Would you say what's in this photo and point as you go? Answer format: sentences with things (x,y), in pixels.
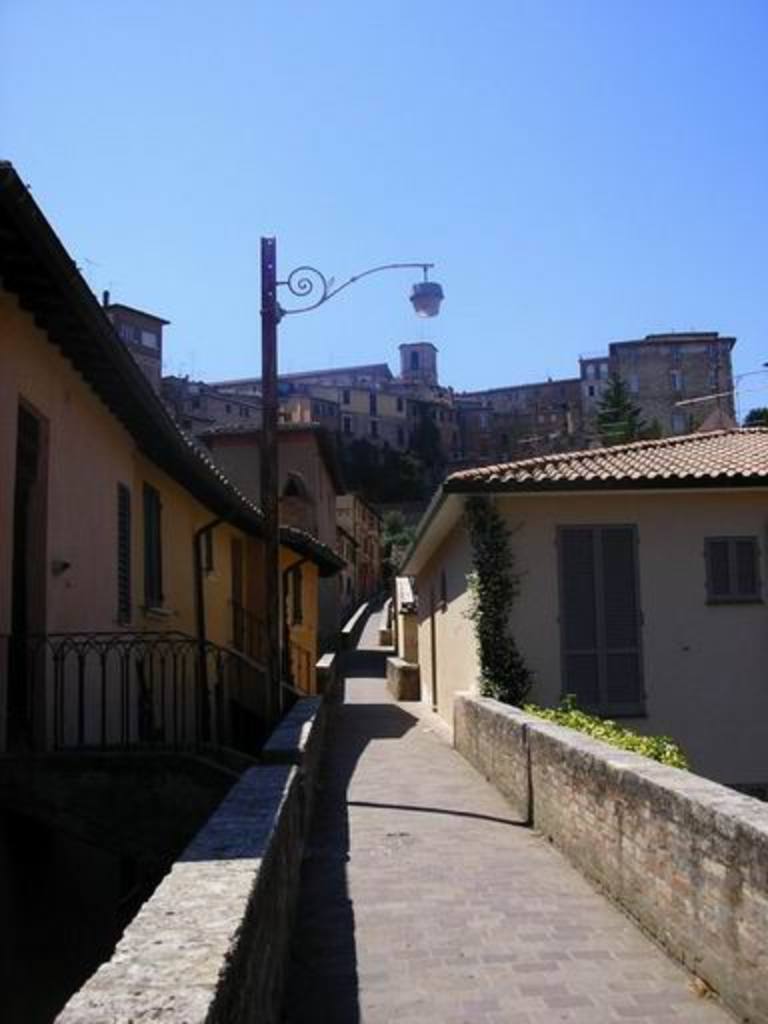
In this image I can see the road (381,911). On both sides of the road (408,796) I can see the buildings (328,617). I can see the plants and the pole (277,482). In the background (309,415) I can see few more buildings (296,429) and the sky (273,139).
